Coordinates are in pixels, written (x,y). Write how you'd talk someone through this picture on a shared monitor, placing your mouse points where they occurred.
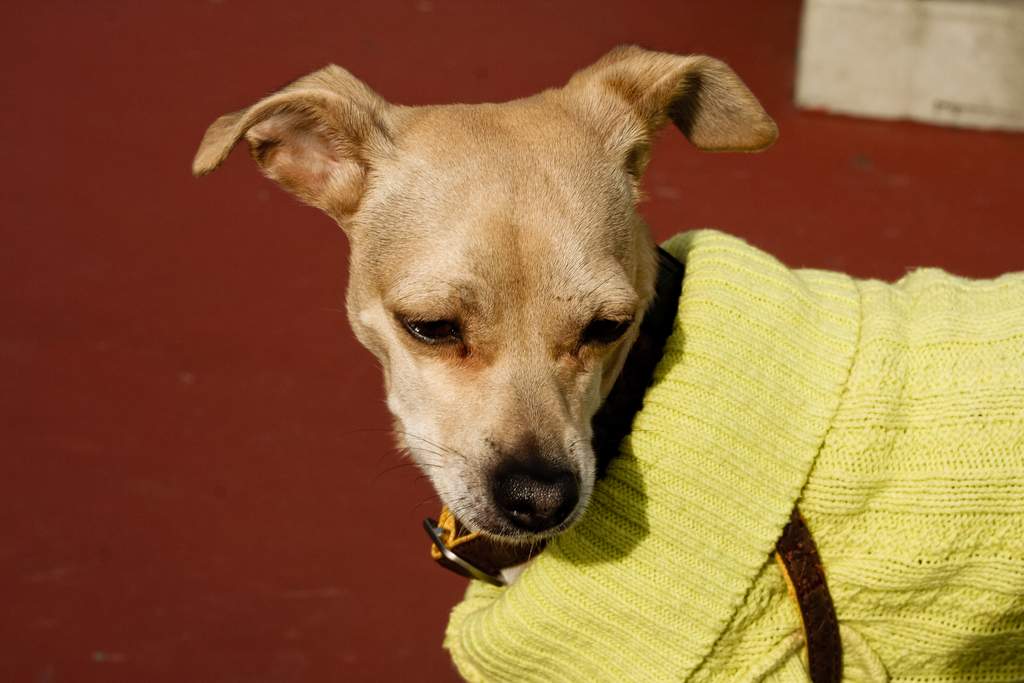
In this picture, we see a brown dog (447,225) is wearing a yellow sweater (773,349). In the background (118,280), it is brown in color. In the right top of the picture (838,62), we see something (822,86) in white color.
